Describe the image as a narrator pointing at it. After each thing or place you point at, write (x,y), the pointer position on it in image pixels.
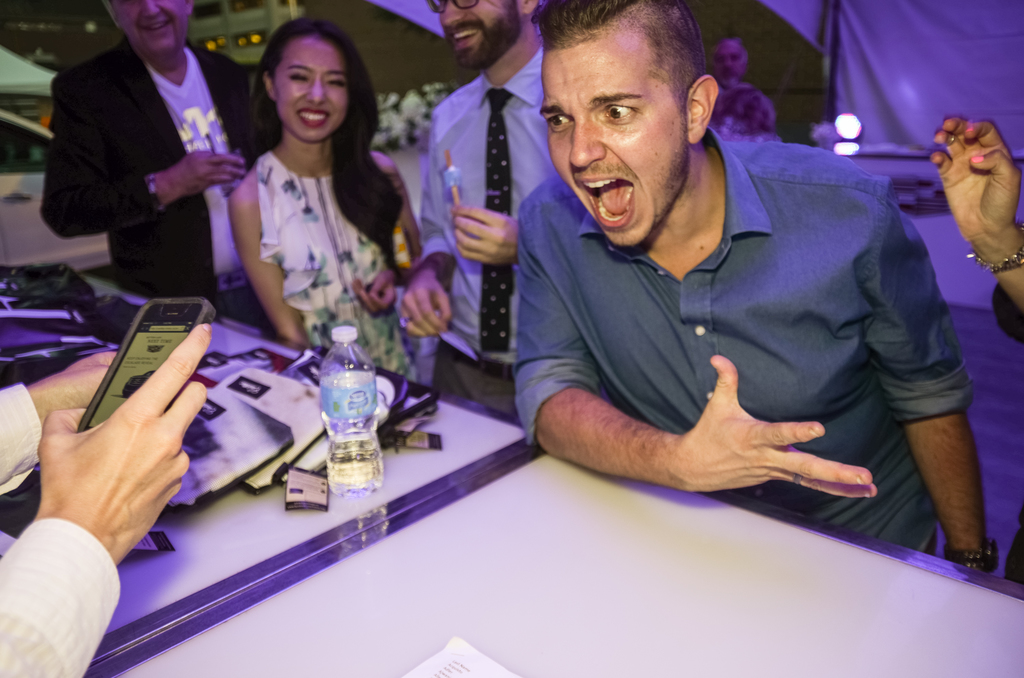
This is a picture where we can see a group of people (196,170) and a person (694,369) standing who wore a blue shirt (842,423) standing in front of a table (391,477) and on table (424,573) we have a bottle (335,442).
